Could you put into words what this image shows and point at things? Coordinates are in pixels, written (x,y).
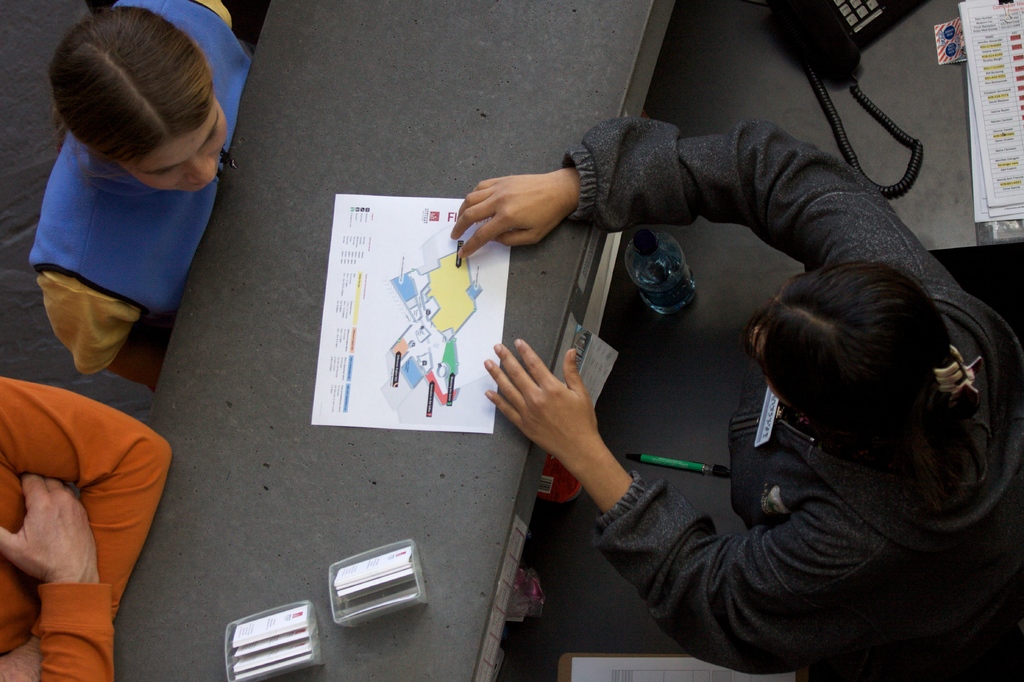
In the image we can see there are people (1,381) sitting on the chair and on table (432,514) there are visiting cards (362,574) kept in the box (365,594). There is a woman (891,502) sitting and she is pointing on the paper (480,295). There is a water bottle (656,288), pen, telephone (875,36) and papers (1011,84) kept on the table (938,113).
